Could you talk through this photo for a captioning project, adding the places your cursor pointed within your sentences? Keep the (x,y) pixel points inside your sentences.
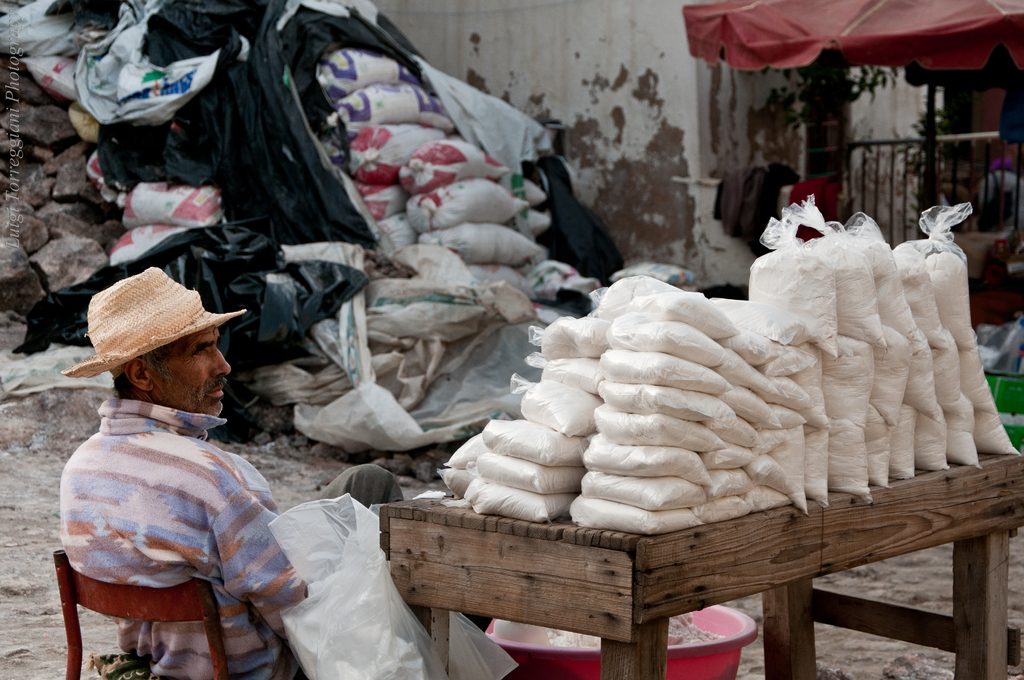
In the picture we can see a man (186,556) sitting in the chair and he is wearing a hat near the table (594,556), on it we can see some polythene bags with some white color powder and in the background (546,212) also we can see some bags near the wall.
